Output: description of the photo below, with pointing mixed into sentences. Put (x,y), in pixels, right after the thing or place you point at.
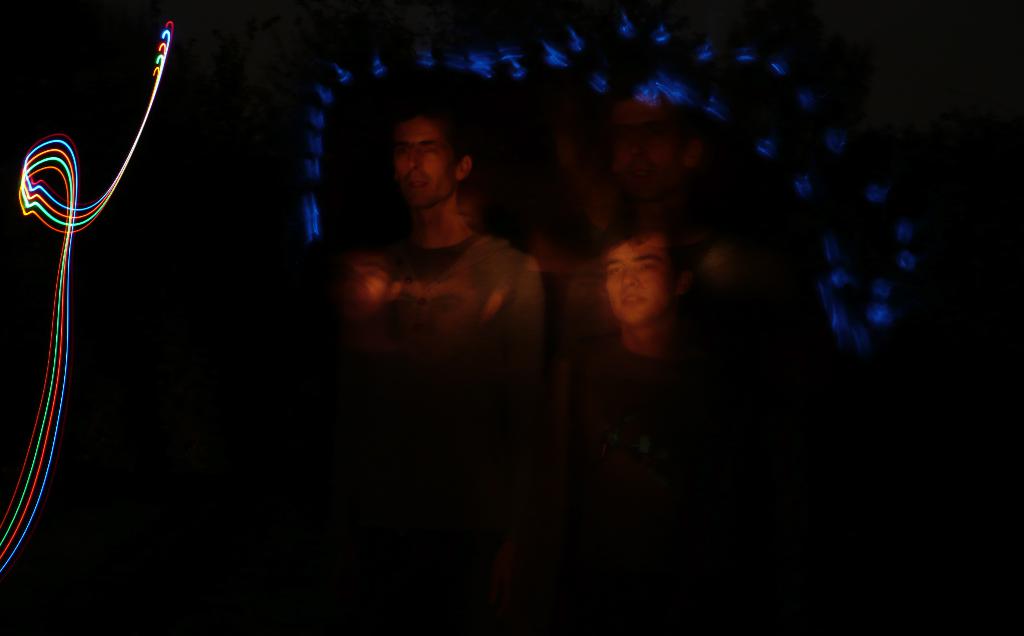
In the center of the image (417,300), we can see two people (408,273) and we can see some lights (62,284).
